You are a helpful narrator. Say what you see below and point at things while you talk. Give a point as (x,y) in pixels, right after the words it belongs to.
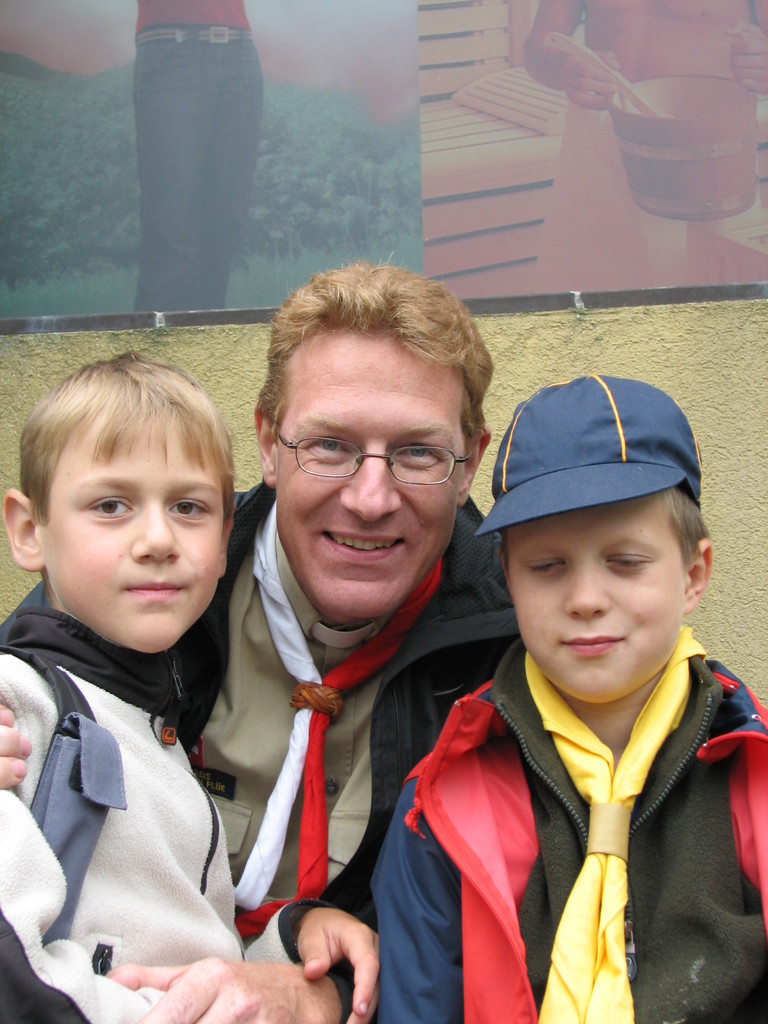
In this image we can see three people (574,881). The man (260,785) sitting in the center (388,618) is smiling. The boy (634,708) on the right (621,621) is wearing a cap (569,442). In the background (593,257) we can see a frame (561,291) placed on the wall (555,382).
